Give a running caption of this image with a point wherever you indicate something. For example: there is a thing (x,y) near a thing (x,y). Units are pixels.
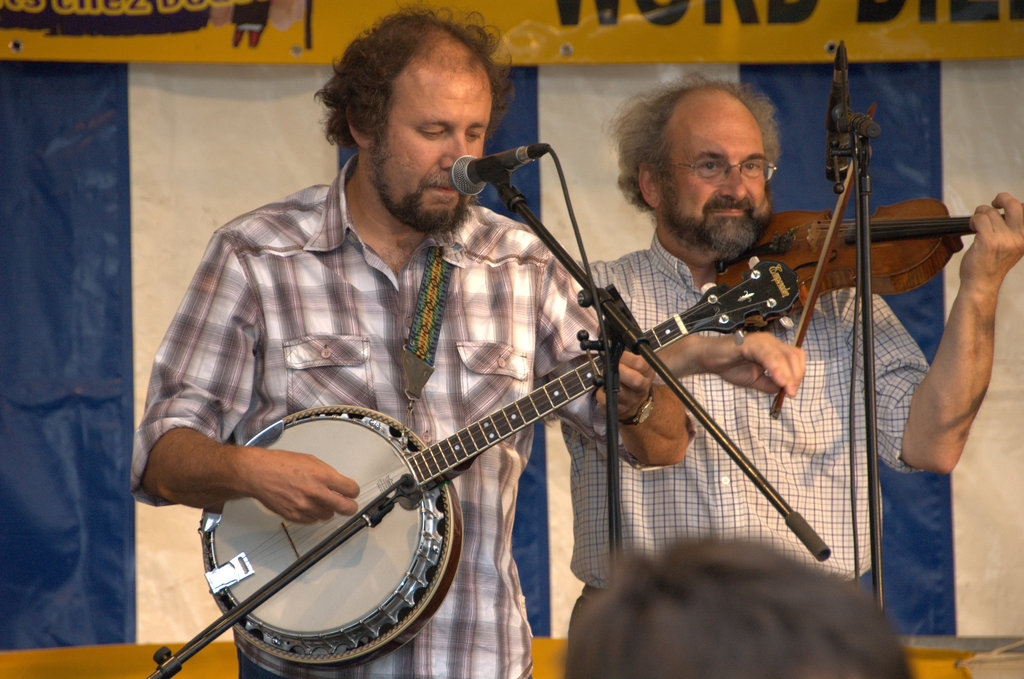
In the center of the image (488,246) we can see a man (475,401) is standing in-front of mic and playing a musical instrument (385,422). On the right side of the image (687,498) we can see a man (684,121) is standing and playing violin (874,274) and also we can see a mic (839,116) with stand (873,133). In the background of the image (195,132) we can see the curtain (282,91), banner (629,52). At the bottom of the image (698,614) we can see a person head (670,618).
